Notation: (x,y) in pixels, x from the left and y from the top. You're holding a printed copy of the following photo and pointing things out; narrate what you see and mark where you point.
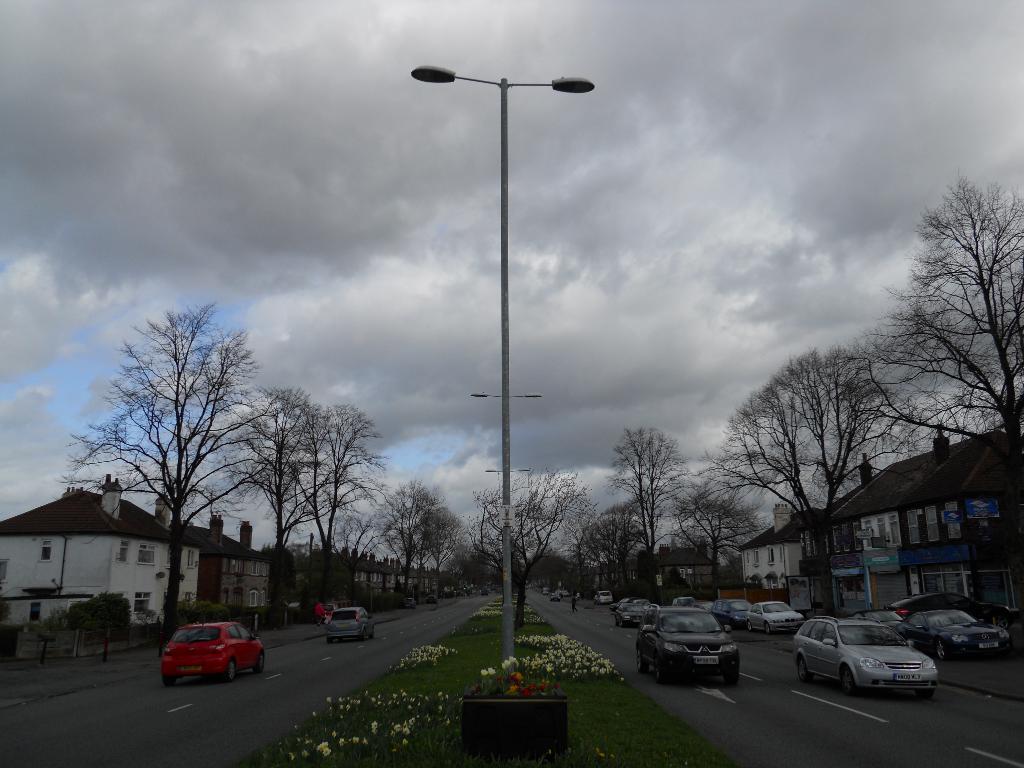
In this image, in the middle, we can see a street light (543,84), plants (596,670) with some flowers (596,672) and a grass (654,736). On the right side (929,615), we can see few vehicles (647,631) which are moving on the road (766,697), building (984,584), trees (1005,464). On the left side (213,642), we can also see some vehicles (208,654) which are moving on the road (363,656), trees (274,609), plants (314,571), building (50,569), window (141,557). At the top (361,252), we can see a sky (351,255) which is cloudy, at the bottom (291,644), we can see a road (305,706) and a grass (626,693).
